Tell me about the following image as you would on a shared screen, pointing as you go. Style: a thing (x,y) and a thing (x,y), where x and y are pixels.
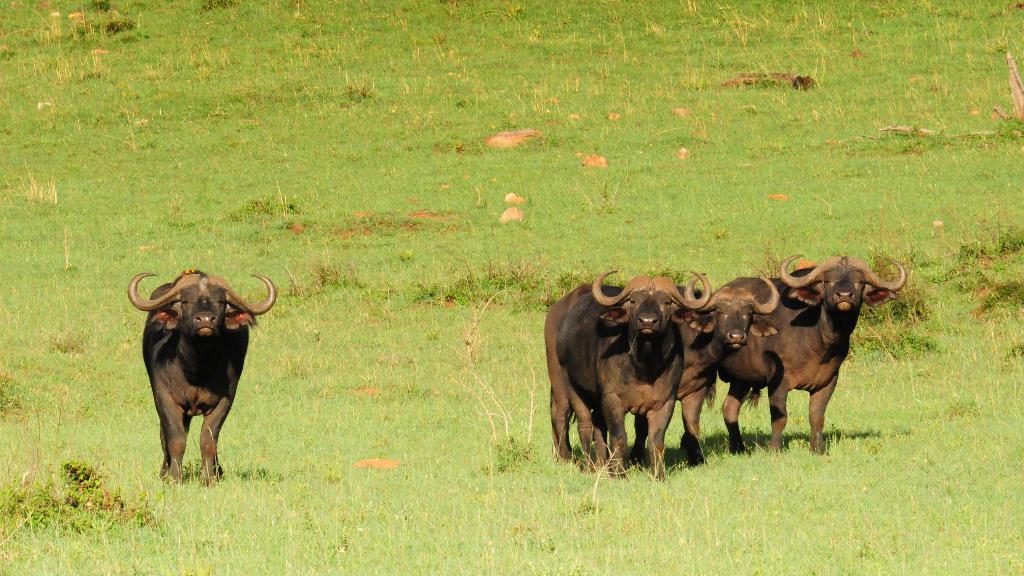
As we can see in the image there are black color bulls (207,361) and there is grass (373,244).
